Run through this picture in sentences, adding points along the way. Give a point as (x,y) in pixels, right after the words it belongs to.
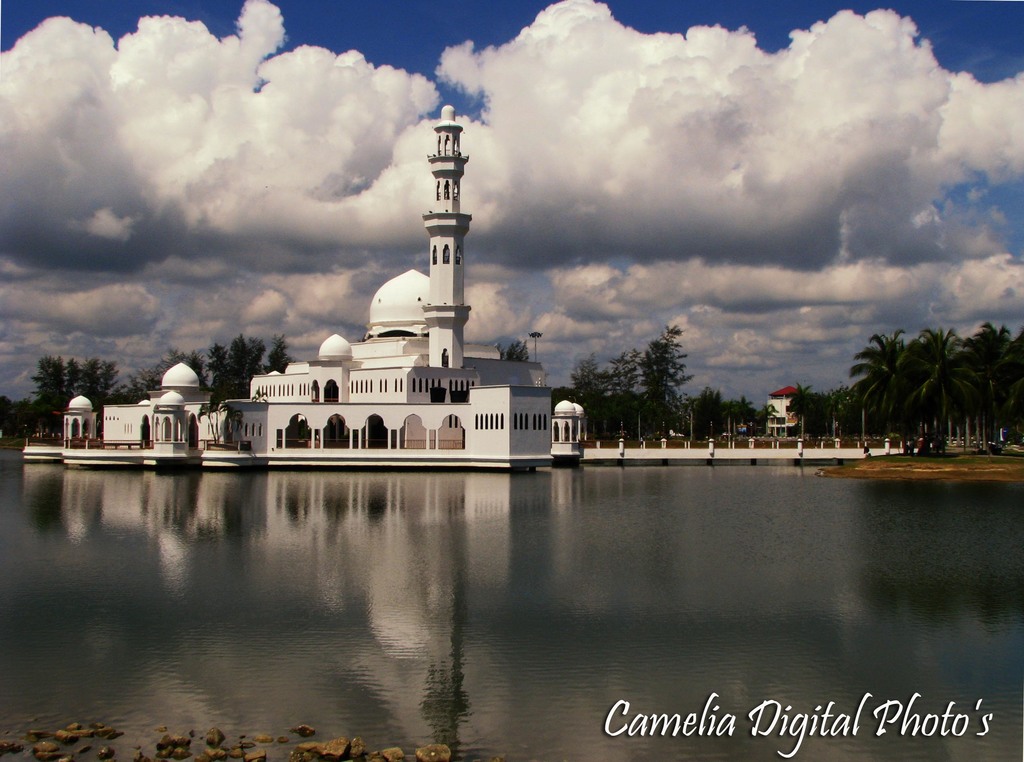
In this image, there is a lake (496,632) in front of the building (440,408). There are some trees (710,412) on the right side of the image (912,361). In the background of the image (786,149), there is a sky (782,102).
